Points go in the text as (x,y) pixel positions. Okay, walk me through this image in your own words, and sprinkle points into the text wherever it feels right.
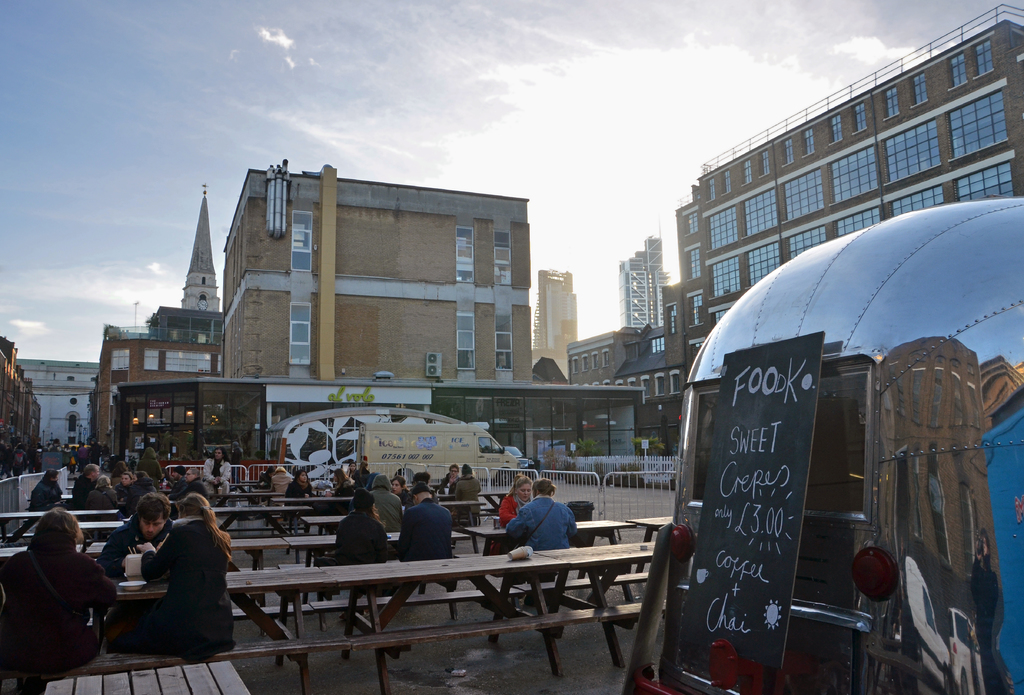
Here in the front (291,606) we can see tables (402,604) and benches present all over there on the ground (244,623) and we can see people (195,601) sitting on them and eating and in the middle (369,449) we can see a van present and we can see buildings (344,359) present all over there and on the right side (732,410) we can see a board (811,356) present over a place and at the top (566,118) we can see clouds (566,152) in the sky (560,154).
